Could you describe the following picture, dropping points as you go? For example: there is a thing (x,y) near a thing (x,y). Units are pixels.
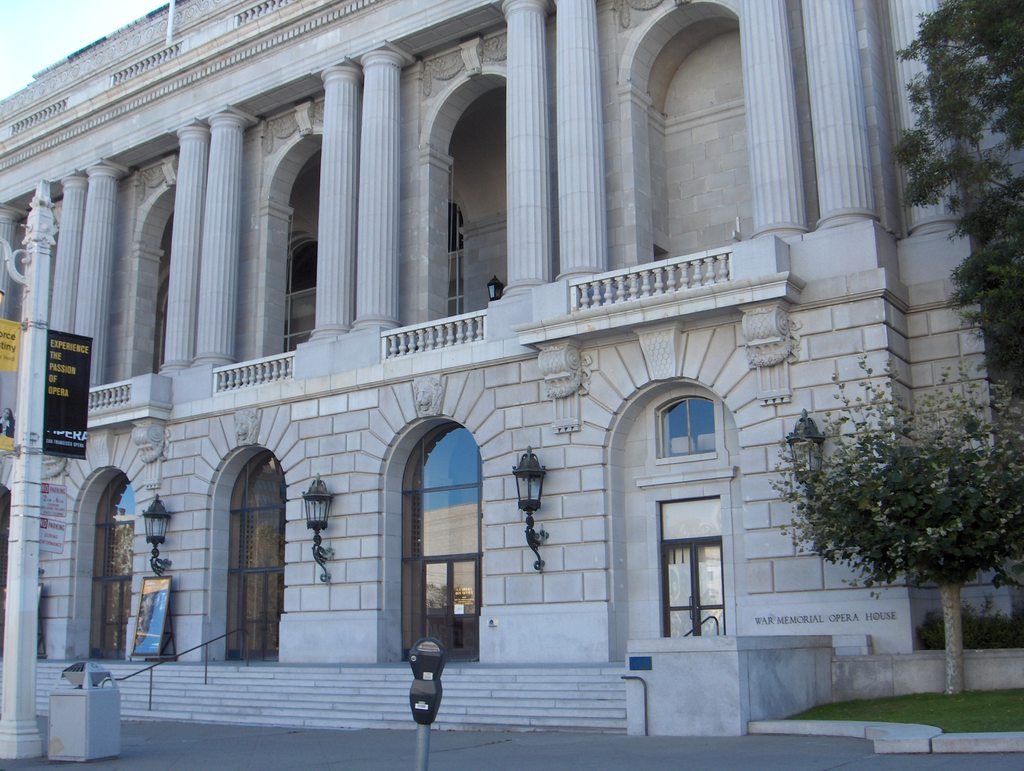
This is the picture of a building (752,564). On the right side of the image (969,286) there are trees (1011,258). On the left side of the image (63,366) there are boards (69,402) on the pole (25,410). At the back (168,619) there are boards (153,619) and lights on the building (364,319). In the foreground (263,711) there is a pole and staircase (290,717) and hand rail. At the top (25,16) there is sky (75,28). At the bottom (165,768) there is a road (385,761).
